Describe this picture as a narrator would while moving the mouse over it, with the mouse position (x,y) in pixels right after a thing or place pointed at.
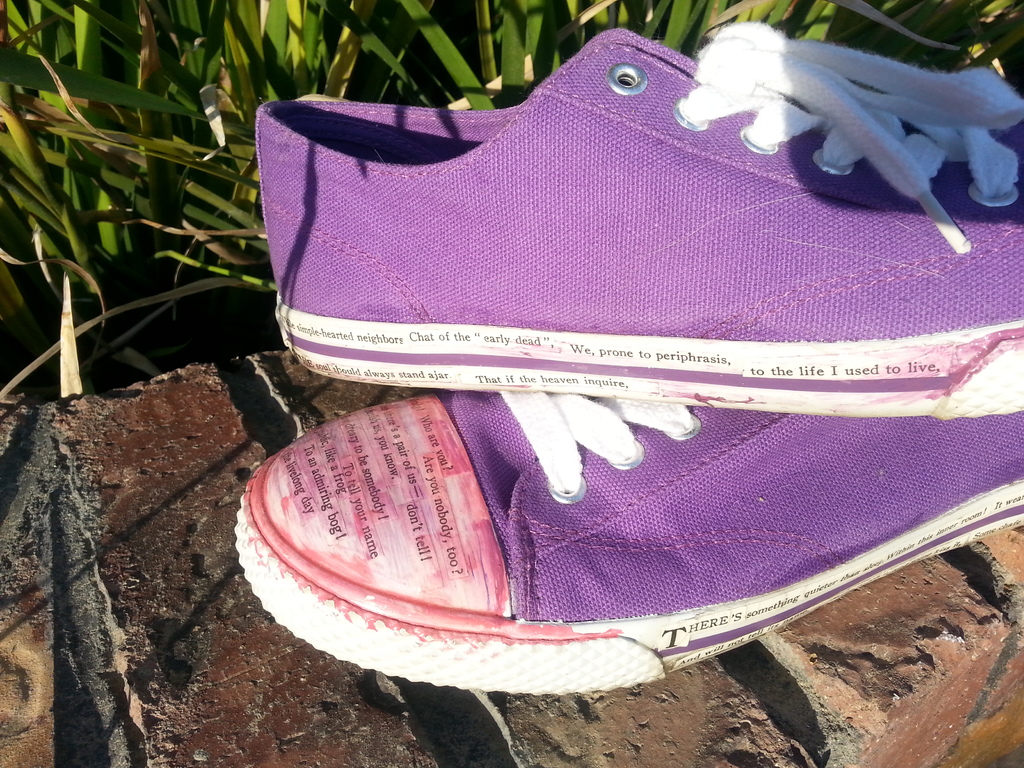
In the image there are purple shoe (669,501) on a wall (673,712) and behind it there is grass (426,75).
